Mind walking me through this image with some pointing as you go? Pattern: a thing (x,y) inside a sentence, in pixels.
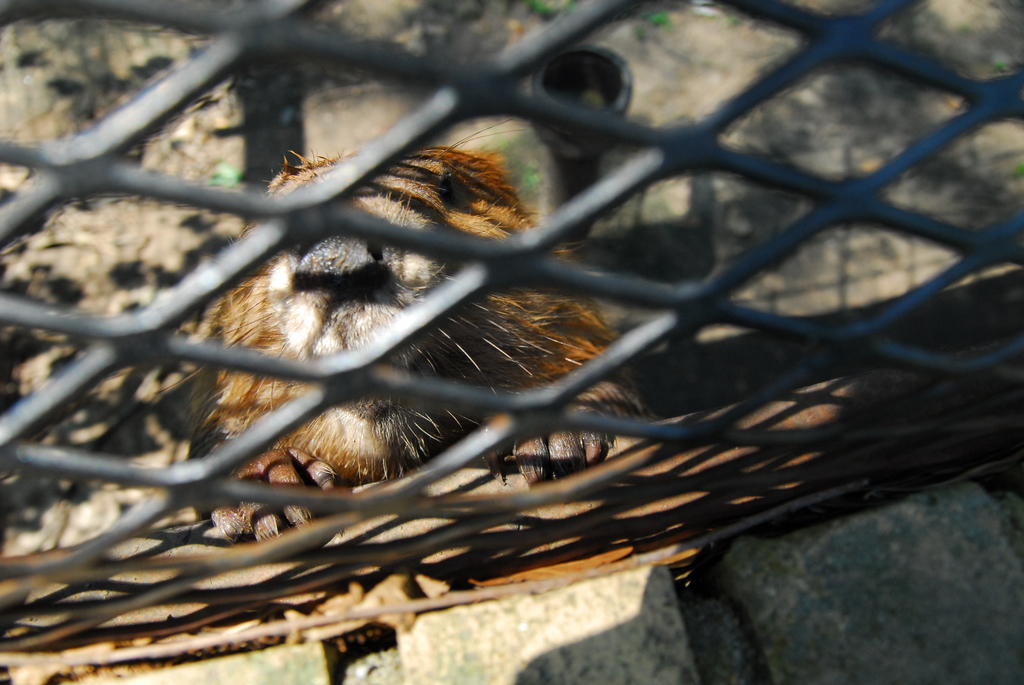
In this image we can see stones (708,628), grille (616,422), animal (548,354), and an object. Through the grille (147,516) we can see ground (928,299).
